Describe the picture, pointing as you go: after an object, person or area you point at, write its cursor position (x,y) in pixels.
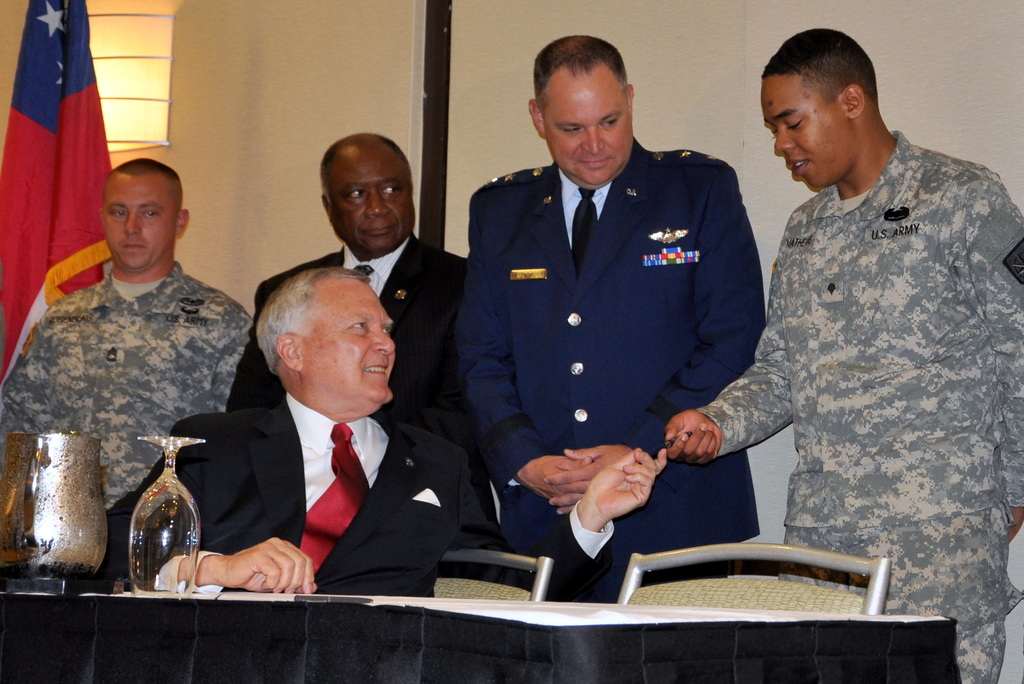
In this image, we can see persons (534,284) in front of the table (371,630). This table (357,674) contains glass (178,544) and jug (92,501). There are chairs (660,561) at the bottom of the image (673,589). There is a light (150,57) and flag (28,178) in the top left of the image (48,173). In the background (229,203), we can see a wall (591,21).
